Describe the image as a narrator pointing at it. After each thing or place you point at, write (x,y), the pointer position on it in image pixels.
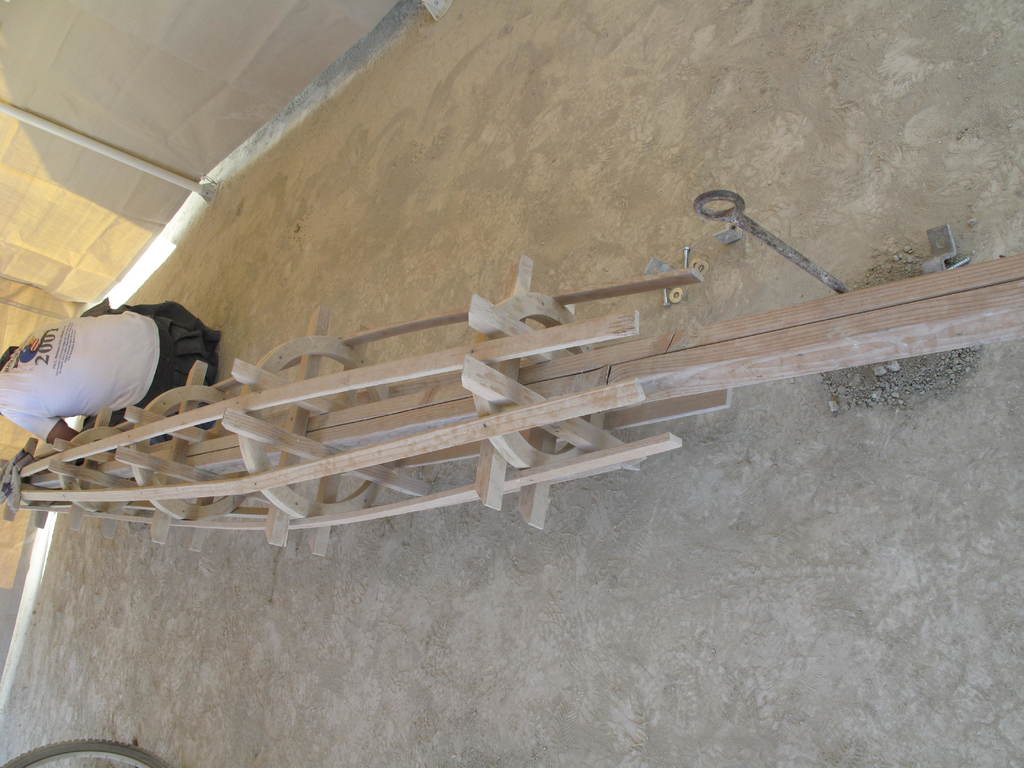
In the center of the image (577,345) there is a wooden object (425,381). Beside the object (112,440) there is a person (139,311) sitting on the ground (485,189). In the background of the image (166,130) there are curtains (104,168).
